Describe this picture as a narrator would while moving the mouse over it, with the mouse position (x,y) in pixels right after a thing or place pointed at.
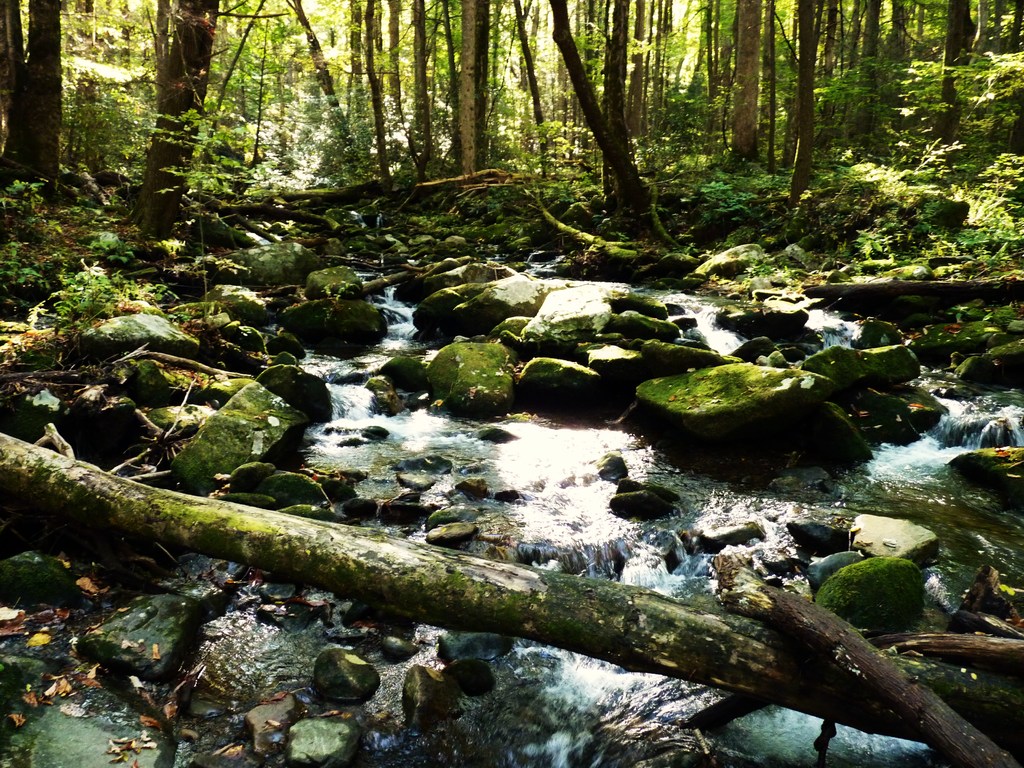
In this image I can see trees (248,121) in green color, in front (520,467) I can see flowing water (536,467) and few stones (866,420).
